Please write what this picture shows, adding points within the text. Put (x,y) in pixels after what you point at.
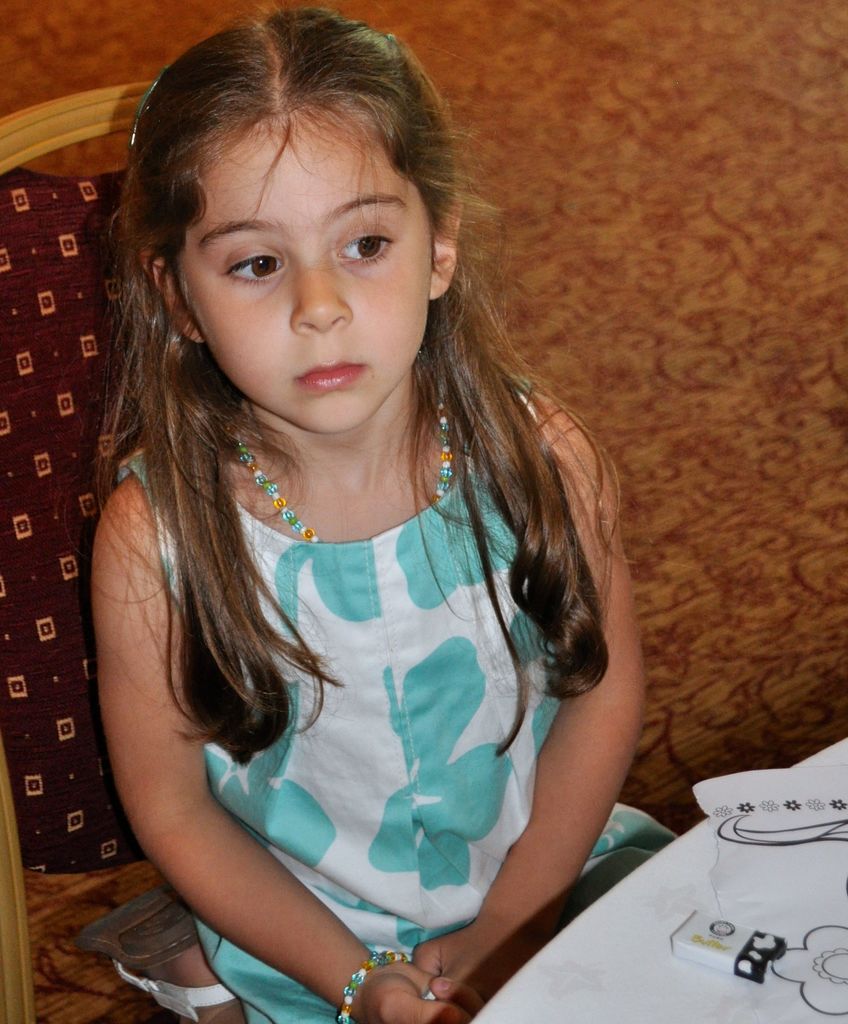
In this image there is a girl (392,528) sitting on the chair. In the background (718,525) we can see carpet (716,729) and in the front (716,780) a table (725,855).
